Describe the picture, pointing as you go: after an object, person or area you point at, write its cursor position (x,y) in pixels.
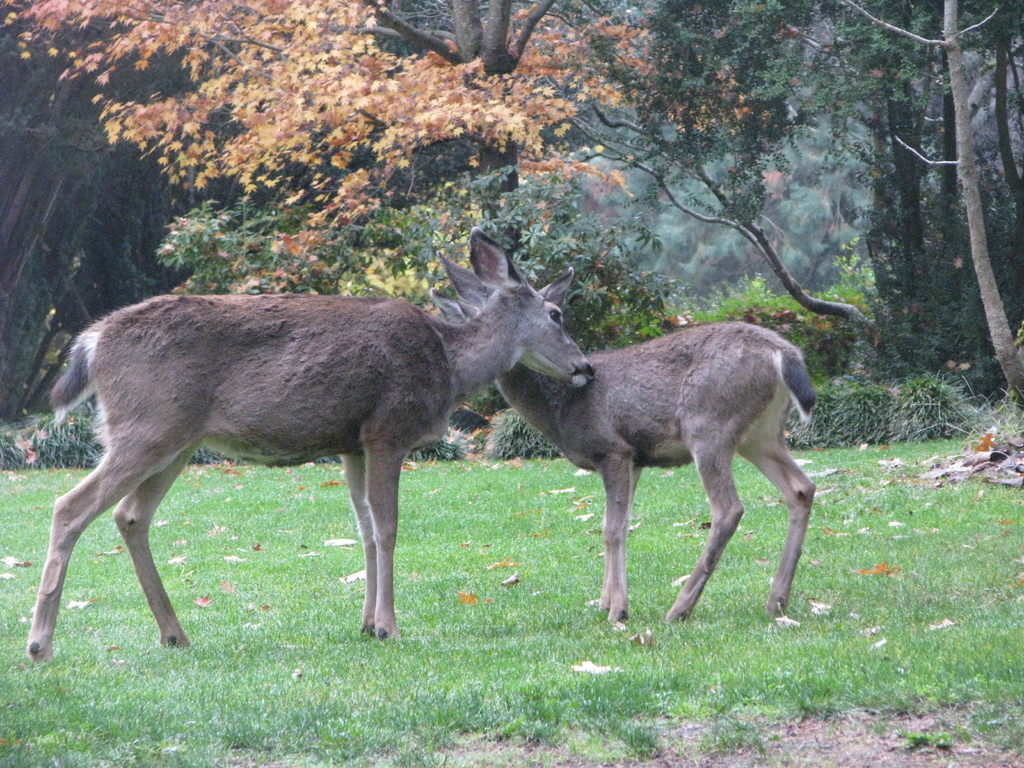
In the picture I can see animals (576,460) are standing on the ground (477,501). In the background (582,527) I can see trees (412,278) and the grass (66,685).
